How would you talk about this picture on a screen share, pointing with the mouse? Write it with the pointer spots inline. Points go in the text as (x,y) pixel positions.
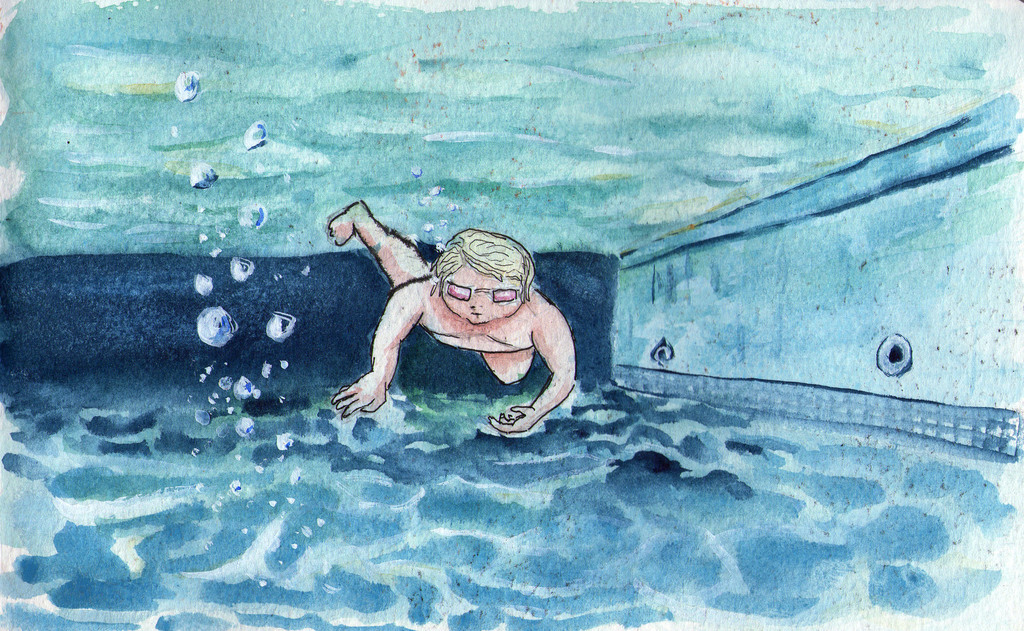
In this image there is a painting (74,86), in that there is a person (425,297) swimming in the pool (809,238).
